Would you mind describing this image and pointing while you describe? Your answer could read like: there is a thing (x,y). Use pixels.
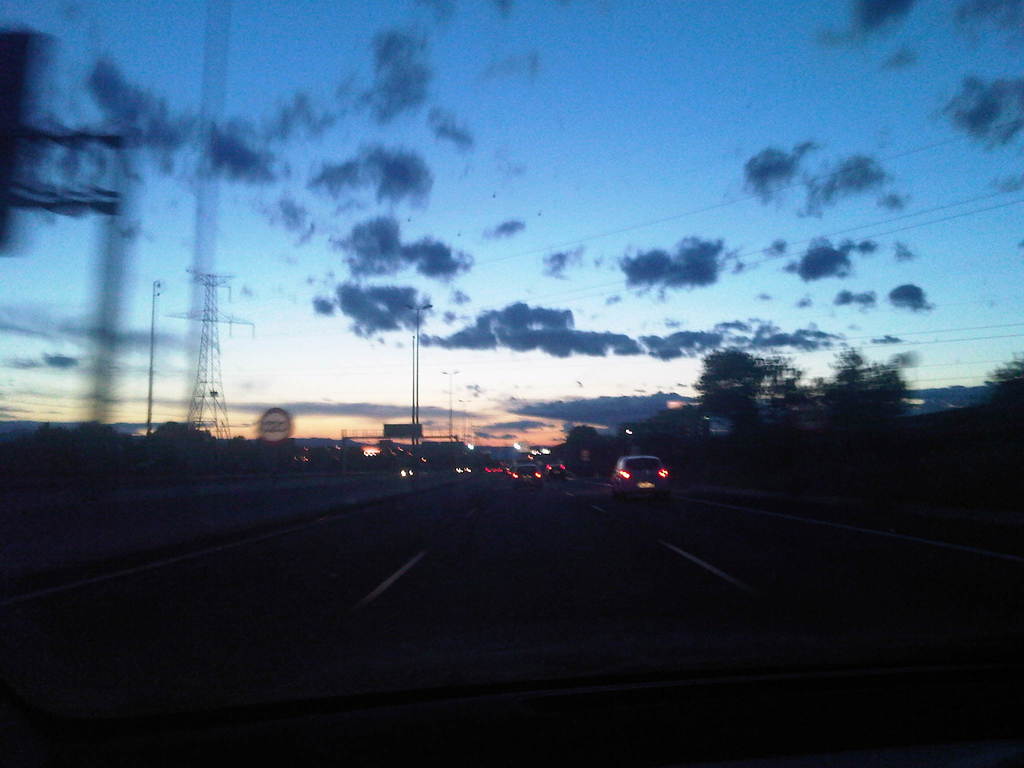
I can see the vehicles (536,470) on the road (520,545). These are the clouds (705,265) in the sky (615,317). This looks like a transmission tower (207,334). I think this is a signboard (277,432), which is attached to the pole (275,466). These are the trees (895,467).
